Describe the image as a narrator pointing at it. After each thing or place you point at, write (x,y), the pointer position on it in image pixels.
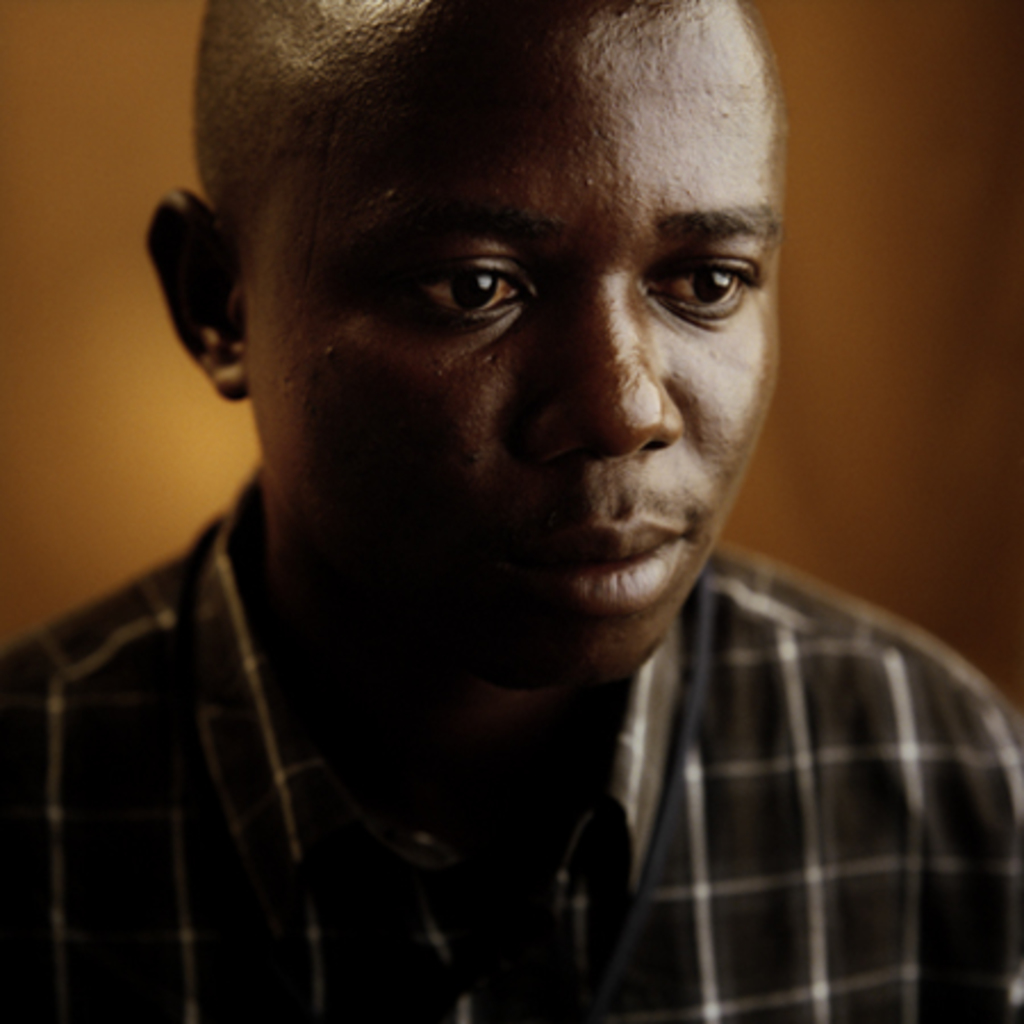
In this picture I can observe a person (367,558). He is wearing brown color shirt (611,821). The background (71,493) is in yellow color.
